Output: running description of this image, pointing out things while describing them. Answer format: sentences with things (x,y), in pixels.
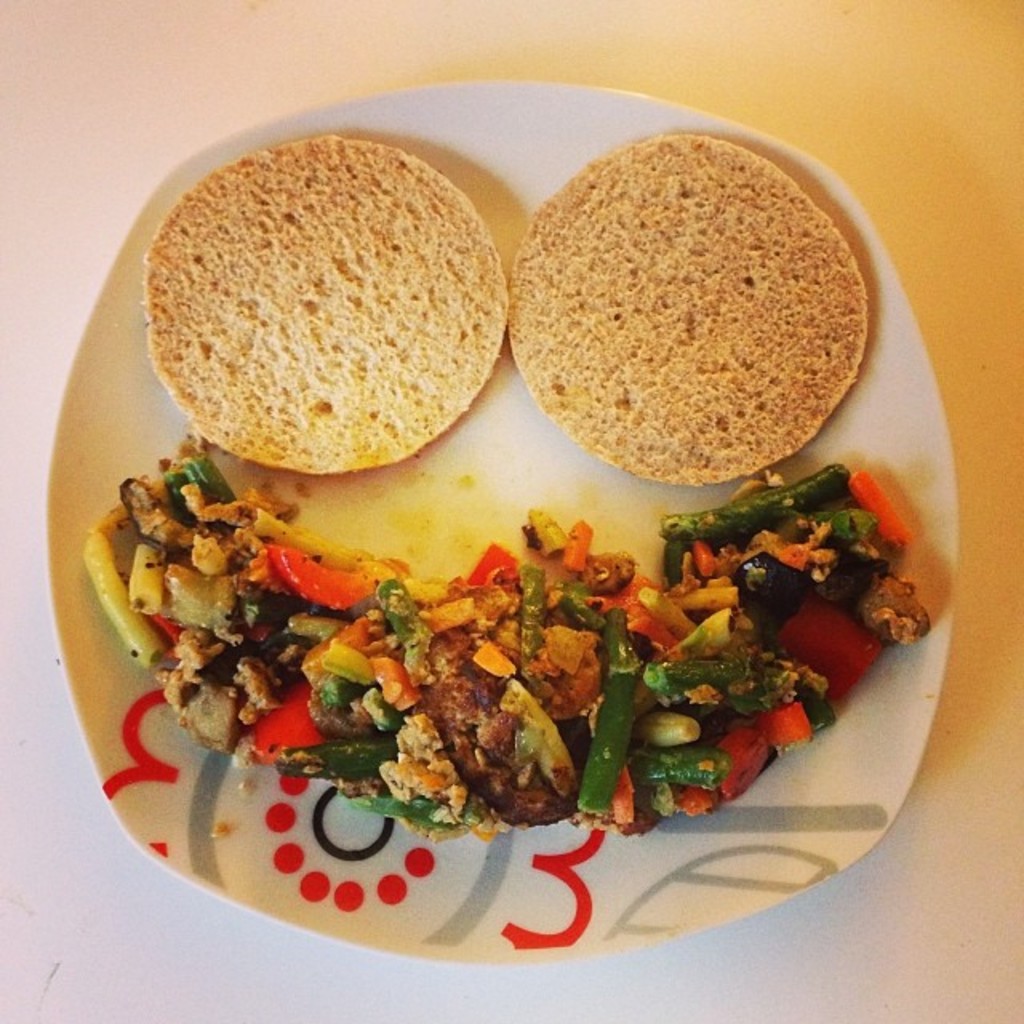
In this image I can see there are food items (579,665) in a white color plate (402,560).
